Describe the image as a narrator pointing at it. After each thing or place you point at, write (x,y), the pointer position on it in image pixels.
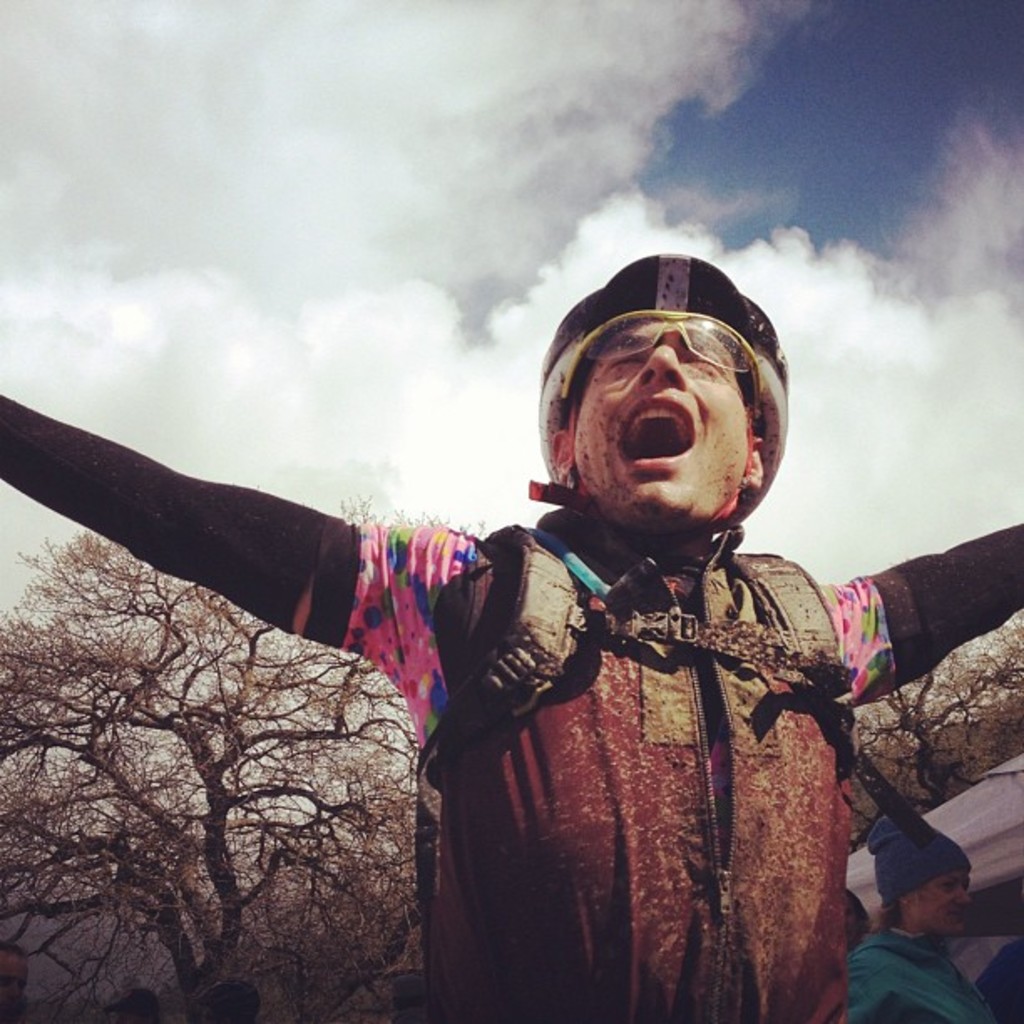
In this picture I can see a man (688,750) with a helmet (546,431), there is another person (932,1021), there are trees (926,746), and in the background (435,181) there is the sky (435,181).
